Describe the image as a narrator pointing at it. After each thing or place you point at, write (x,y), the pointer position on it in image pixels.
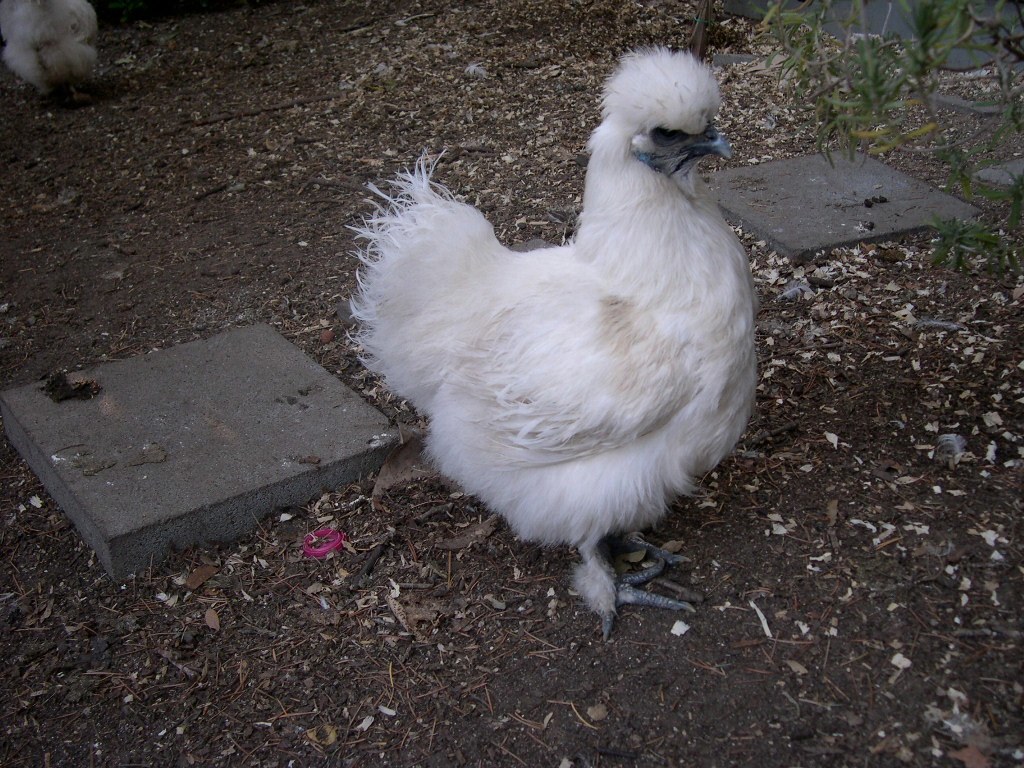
There is a white color hen (646,288) standing on the ground (711,602) on which, there are small sticks (360,668), stones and other objects (1015,437). On both sides of this hen (703,243), there is a slab (235,396). In the background (41,50), there is another hen (41,50) on the ground (81,105).
